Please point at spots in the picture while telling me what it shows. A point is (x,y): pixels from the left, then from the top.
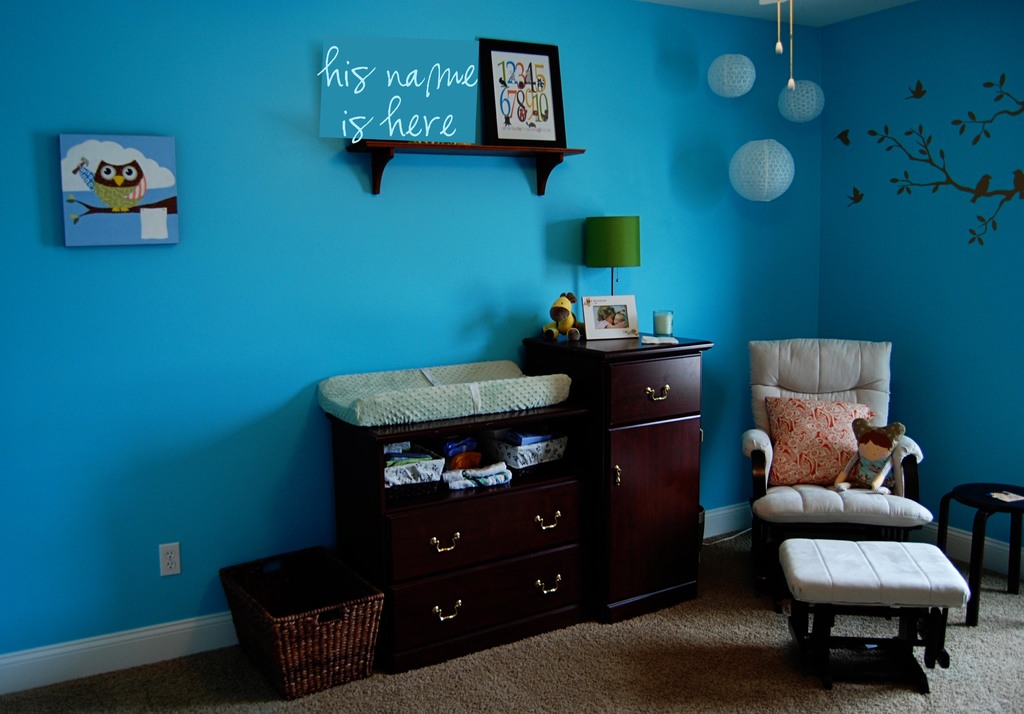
It is a bed room (465,215) painted in sky blue with a furniture (457,509), lamp (608,236) and few frames (129,196) on the wall (155,246).
